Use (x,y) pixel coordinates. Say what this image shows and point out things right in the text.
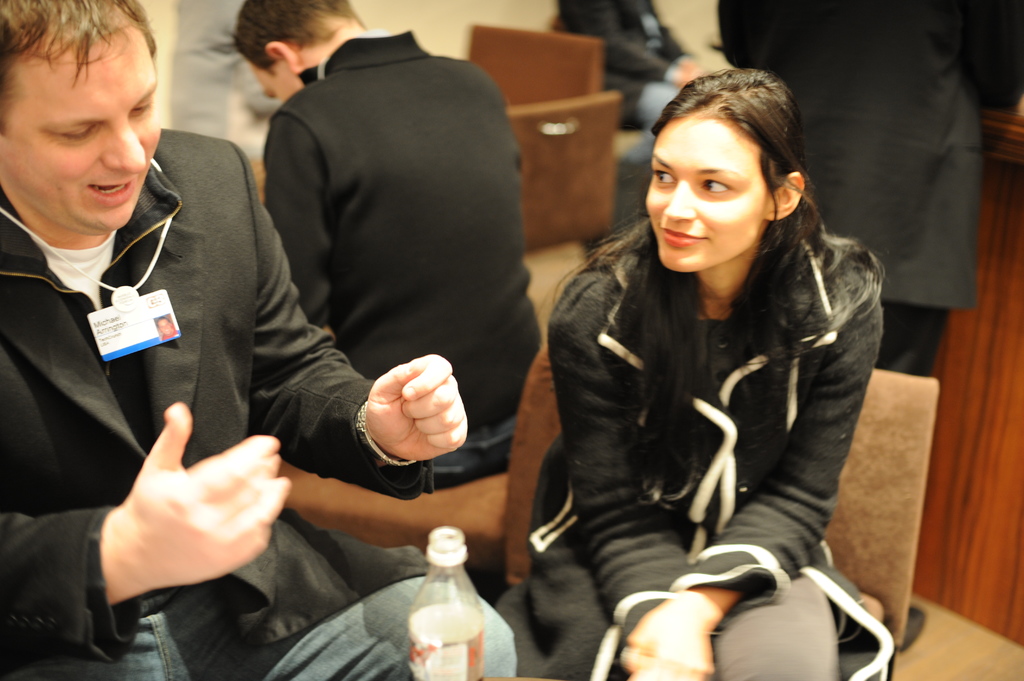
There are three people (458,331) sitting on the chairs (859,472). This is the plastic bottle (459,601). I can see a person (924,263) standing. This looks like a wooden table (982,451). At background (627,17) I can see another person (645,59) sitting. This is an empty chair (552,119). This is the badge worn by a person (190,291).
